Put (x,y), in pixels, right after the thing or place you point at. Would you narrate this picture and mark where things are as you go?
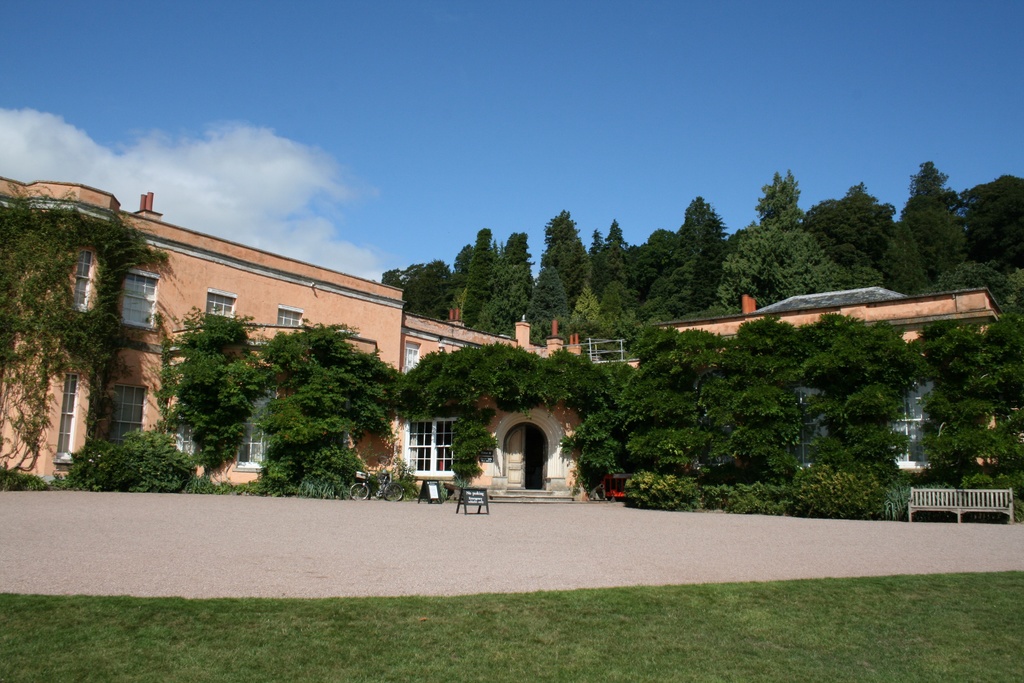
In this picture we can see buildings (350,338), windows (444,420), trees (398,391), plants (279,471), bicycle (367,474), boards (423,492), and a bench (909,496). This is grass (661,643). In the background (213,165) there is sky (255,185).
